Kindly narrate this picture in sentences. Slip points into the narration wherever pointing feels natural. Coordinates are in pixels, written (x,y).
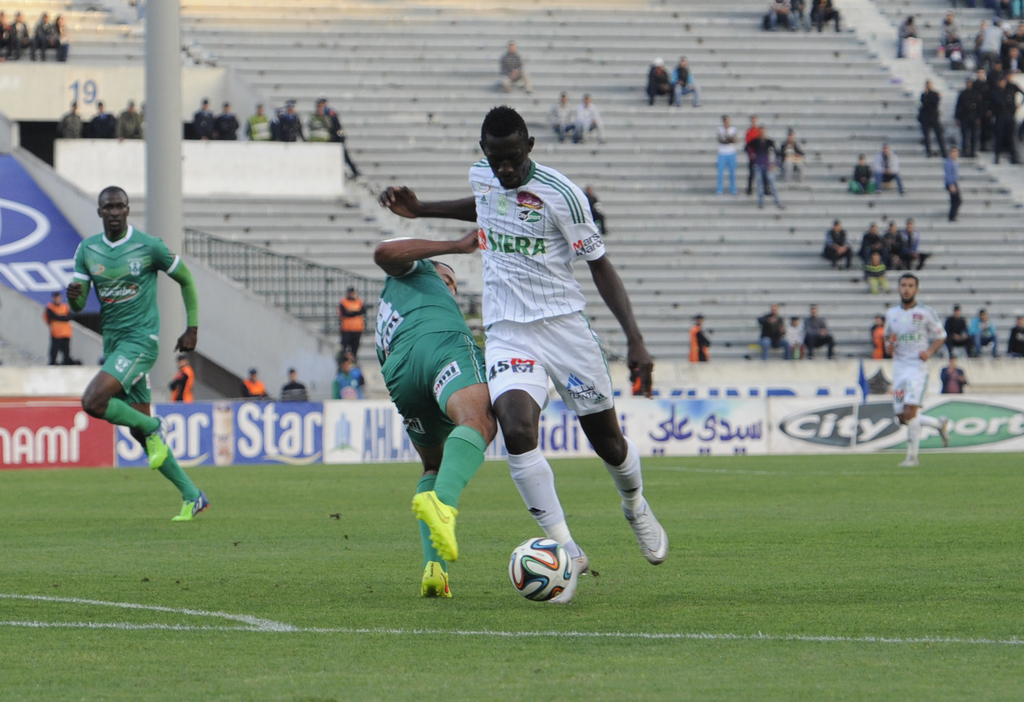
In this picture we can see four men (406,398) on ground (511,532) running behind the ball (535,562) and in background (825,11) we can see a crowd of people (835,239) sitting on steps (822,272) and watching them and some are standing at fence (246,266) we have pillar (168,102), banners (247,401).
